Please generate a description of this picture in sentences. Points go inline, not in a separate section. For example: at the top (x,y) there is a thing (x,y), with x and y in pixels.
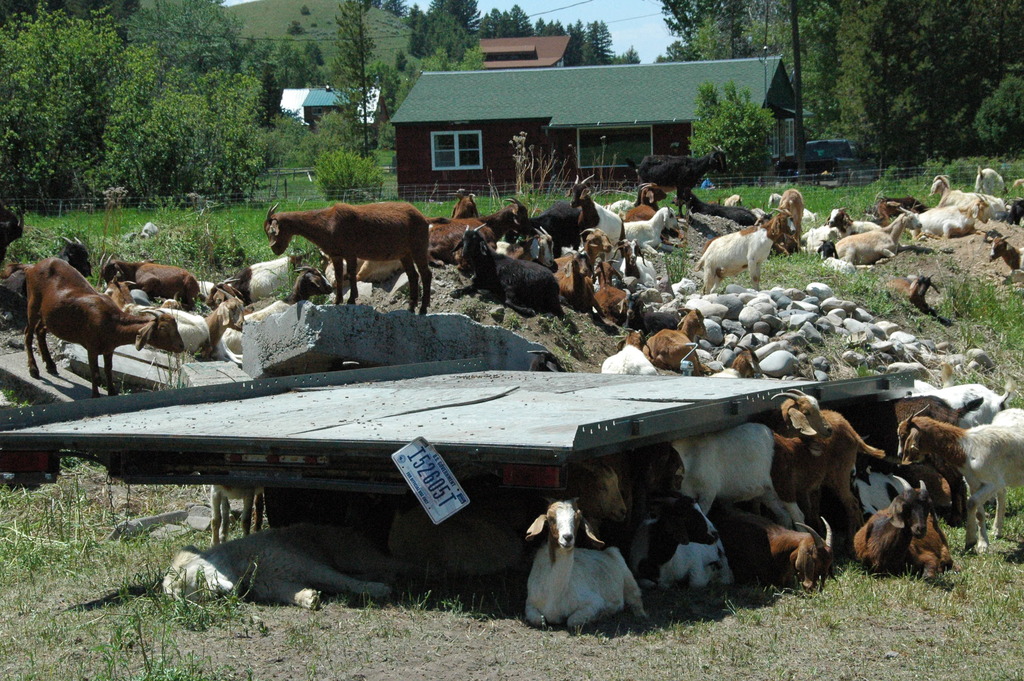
In this image I can see many animals (851,525) which are in brown, black and white color. In the background (516,184) I can see the houses (453,95), many trees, mountains (338,33) and the sky (507,1). I can see few rocks (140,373) and an ash color object (502,396).
